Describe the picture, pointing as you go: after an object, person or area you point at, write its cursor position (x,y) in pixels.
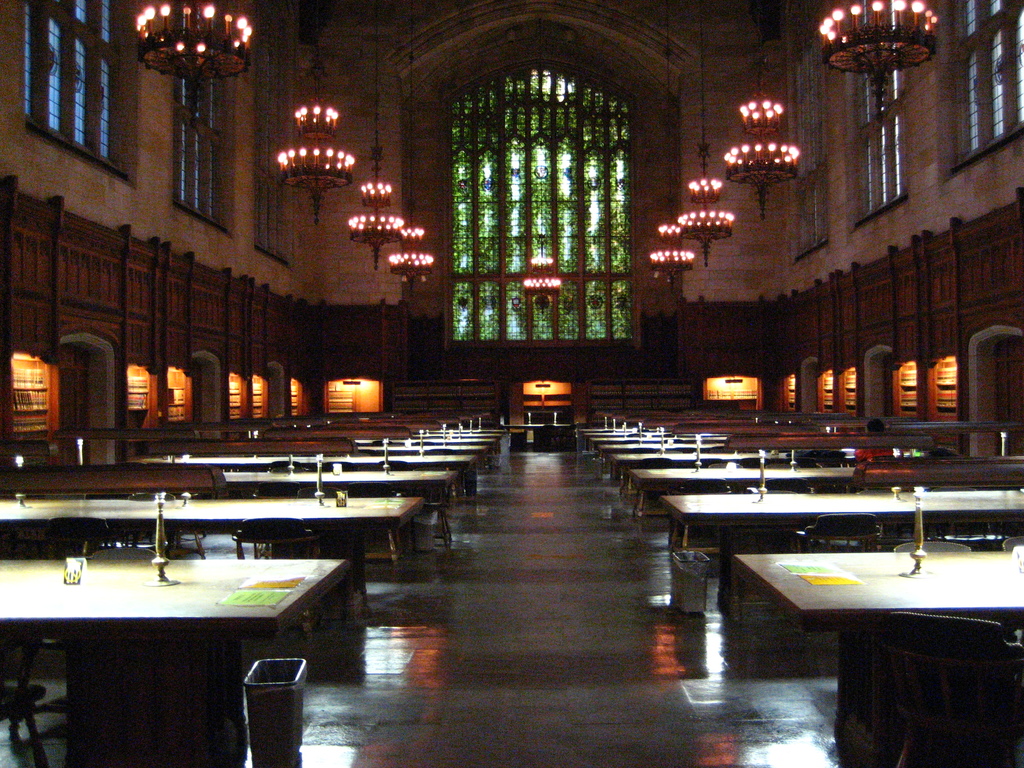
In the image in the center (382,444) we can see tables (812,499), chairs (842,521), dustbins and few other objects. In the background (520,242) there is a wall (231,110), windows (597,111), lights (314,124) etc.
